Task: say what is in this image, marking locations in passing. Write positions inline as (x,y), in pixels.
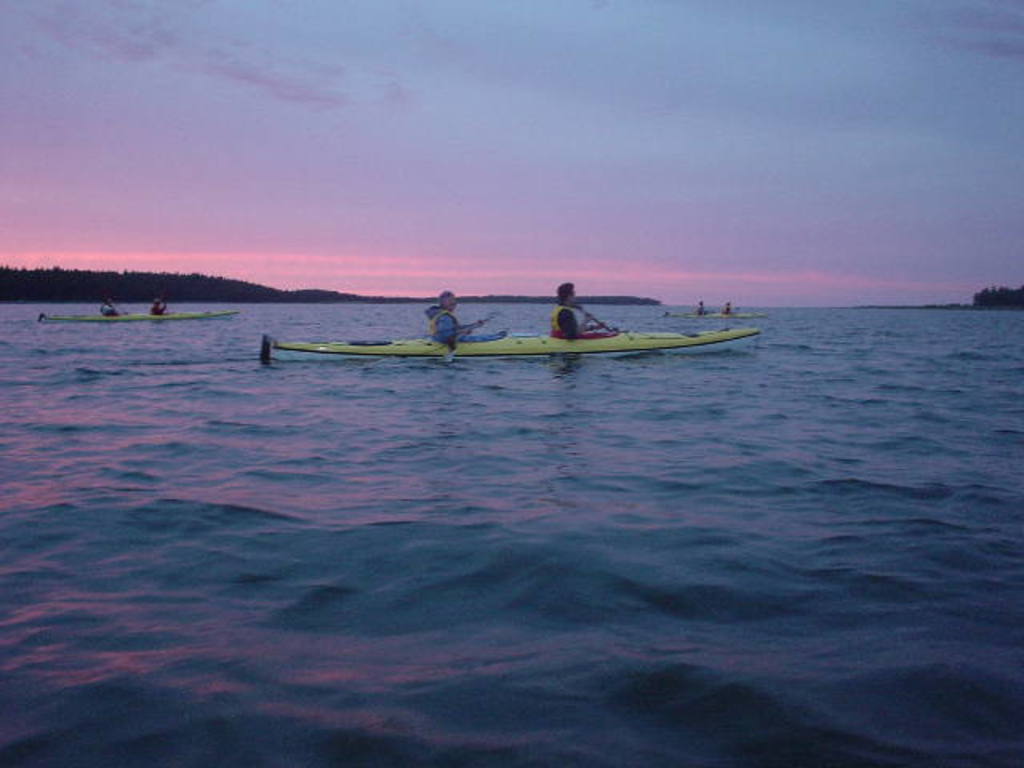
In this picture I can see few boats (124,316) in the water (677,321) and few people (464,328) are seated in the boats (623,347) and I can see a cloudy sky (619,150).
